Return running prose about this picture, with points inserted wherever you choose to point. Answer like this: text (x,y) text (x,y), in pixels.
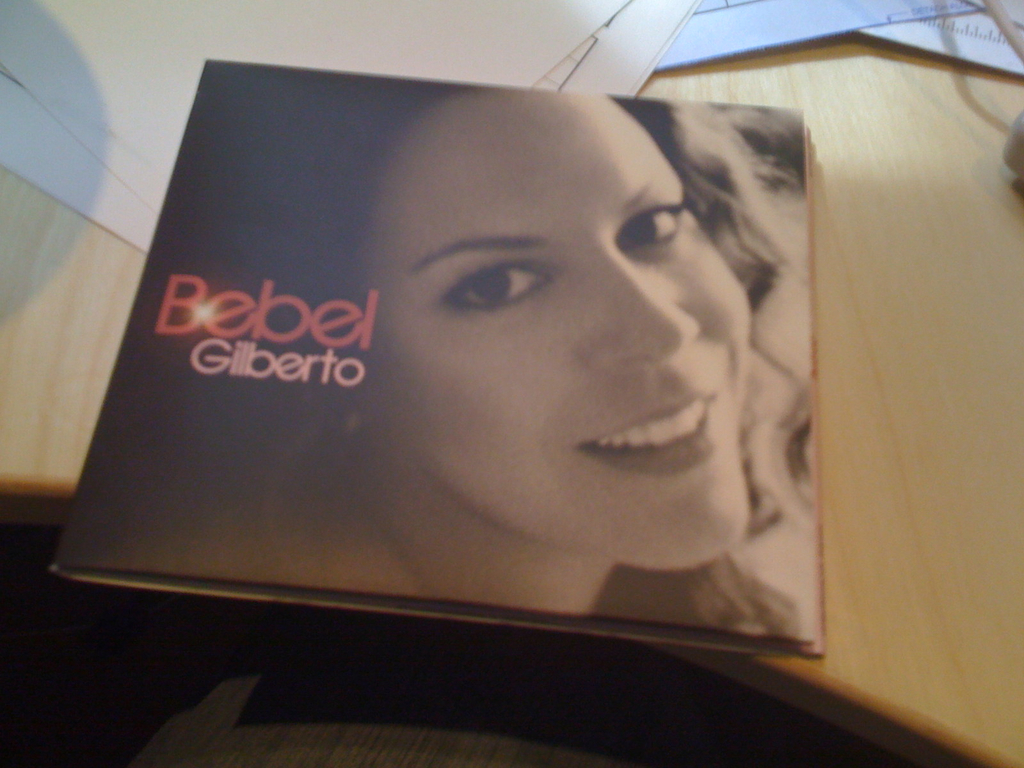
In this image I can see a book (166,300) on the table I can see a woman's face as the cover page (654,567) of the book (359,377) with some text (274,304). I can see some other papers (408,21) on the table (860,43).
